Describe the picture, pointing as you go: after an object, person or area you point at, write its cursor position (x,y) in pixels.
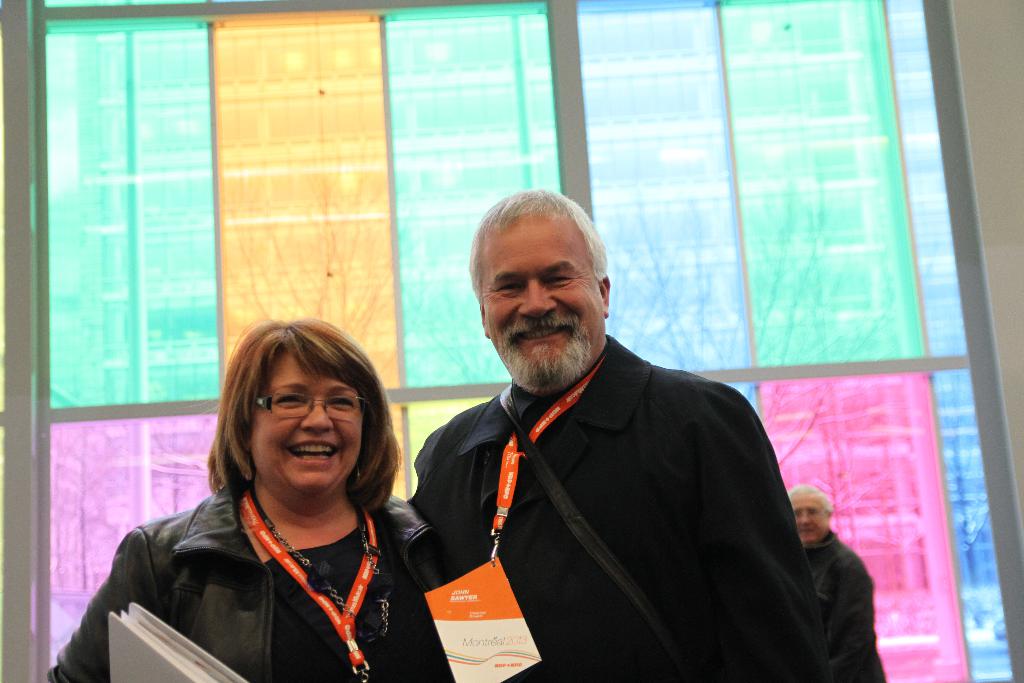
In this image in the front (412,590) there are persons (368,557) standing and smiling. On the left side (313,559) there is a woman (311,565) standing and holding a file (143,641) which is white in colour in her hand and smiling. In the background (834,578) there is a man (823,561) standing and smiling and there is a glass (627,188) with paintings (602,194) on it.
